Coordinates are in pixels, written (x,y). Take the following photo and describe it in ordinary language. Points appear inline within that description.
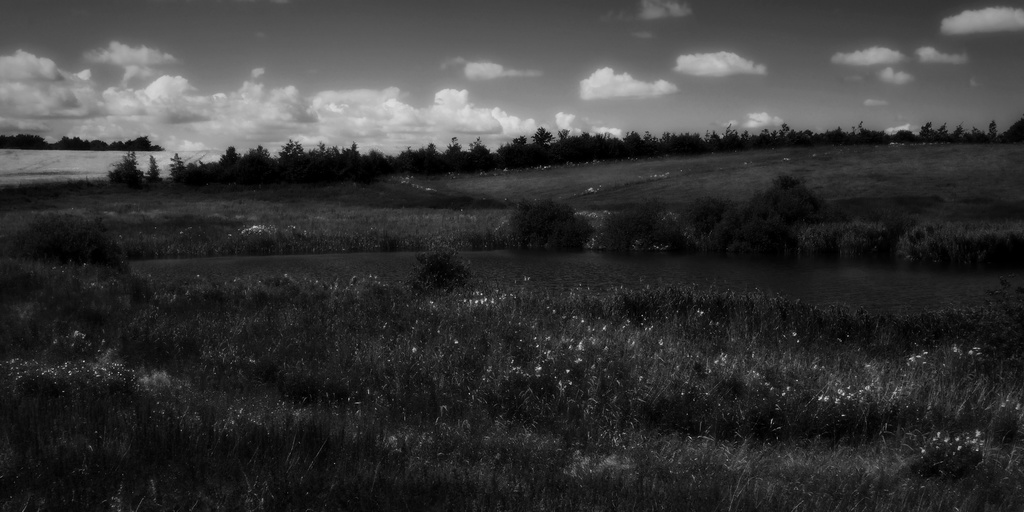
It looks like a black and white picture. We can see there are plants (193,290) on the grass (568,180) and behind the plants (171,241) there are trees (366,176) and a cloudy sky (318,91).
